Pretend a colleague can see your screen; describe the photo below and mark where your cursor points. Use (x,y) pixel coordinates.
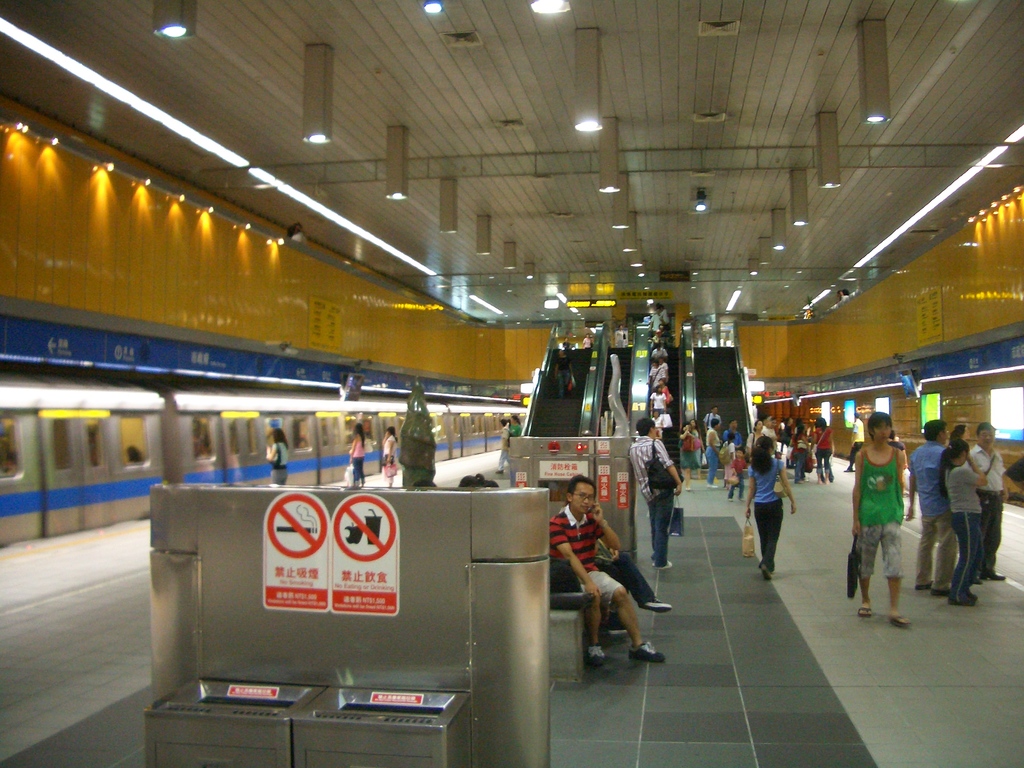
In this image we can see some group of persons (768,492) standing and walking through the floor (711,519) and in the background of the image (638,410) we can see some persons (669,398) standing on escalator (625,387), on left side of the image (237,453) we can see a train (342,447) which is on platform (700,506) and there are some passengers (280,453) standing near the platform (129,568) and top of the image (512,119) there are some lights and roof (524,197).
